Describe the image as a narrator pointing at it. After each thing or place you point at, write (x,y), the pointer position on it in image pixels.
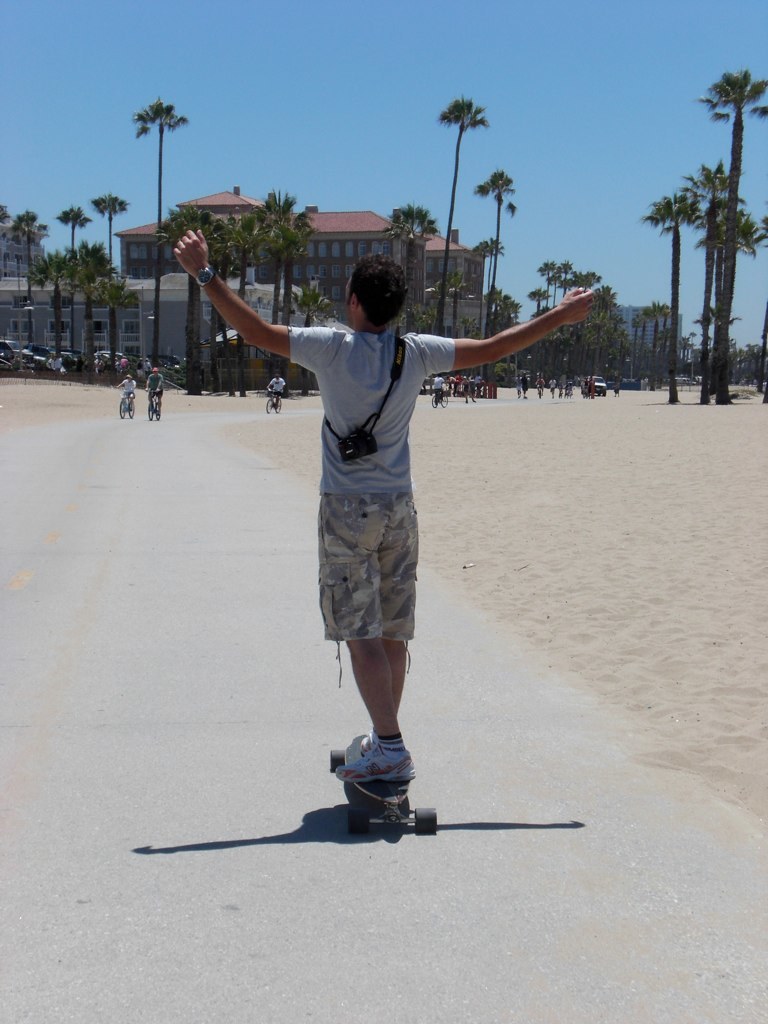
In the image there is a man (388,446) in grey t-shirt (371,349) and camouflage short (391,532) skating on a skateboard (380,784) on the road (209,792) with sand (585,570) on either side and in the back (193,294) there are few people (159,380) riding bicycle (132,414) and palm trees (725,91) all over the place with buildings (315,226) behind it and above its sky (73,72).
